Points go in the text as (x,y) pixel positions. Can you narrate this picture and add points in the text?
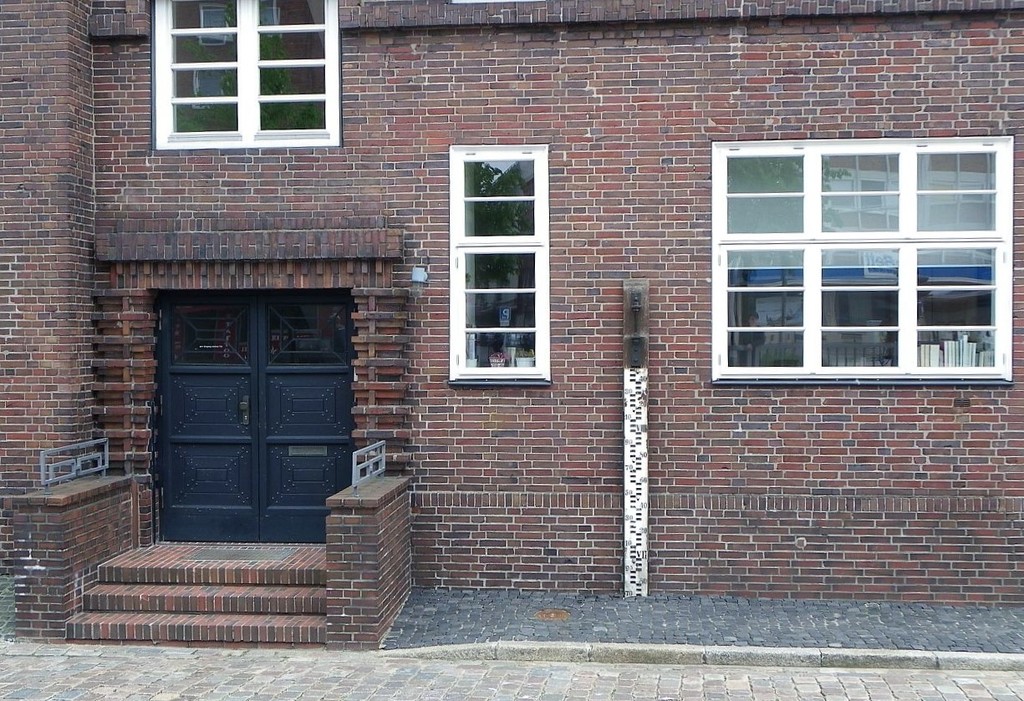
In this image in the center (482,420) there is one house (198,253) and also we could see some windows (754,346) and wall (31,336) and staircase (251,559), at the bottom (551,669) there is a walkway (507,660).
